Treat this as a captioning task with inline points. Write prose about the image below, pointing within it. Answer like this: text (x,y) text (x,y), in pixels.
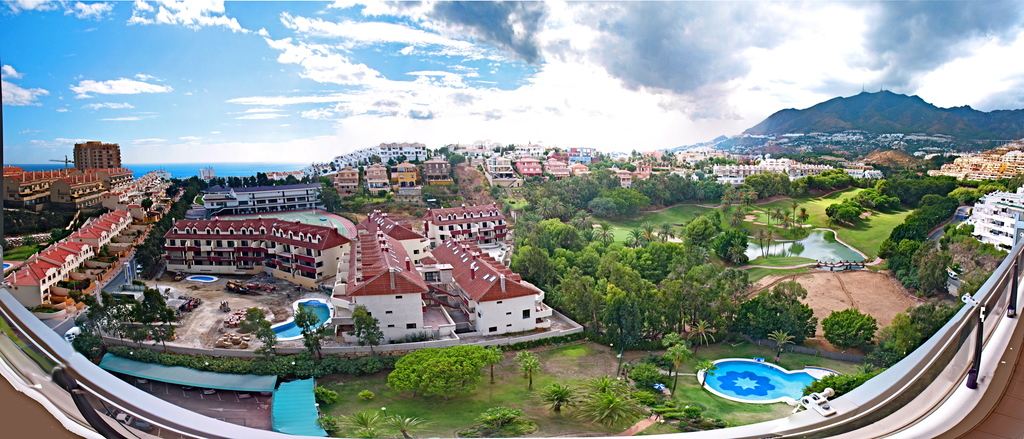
In this image we can see a few buildings (458,316), there are some trees (464,366), plants (499,412), swimming pools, sheds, vehicles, grass (348,379) and mountains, in the background (394,69), we can see the sky (323,88) with clouds (609,55).
